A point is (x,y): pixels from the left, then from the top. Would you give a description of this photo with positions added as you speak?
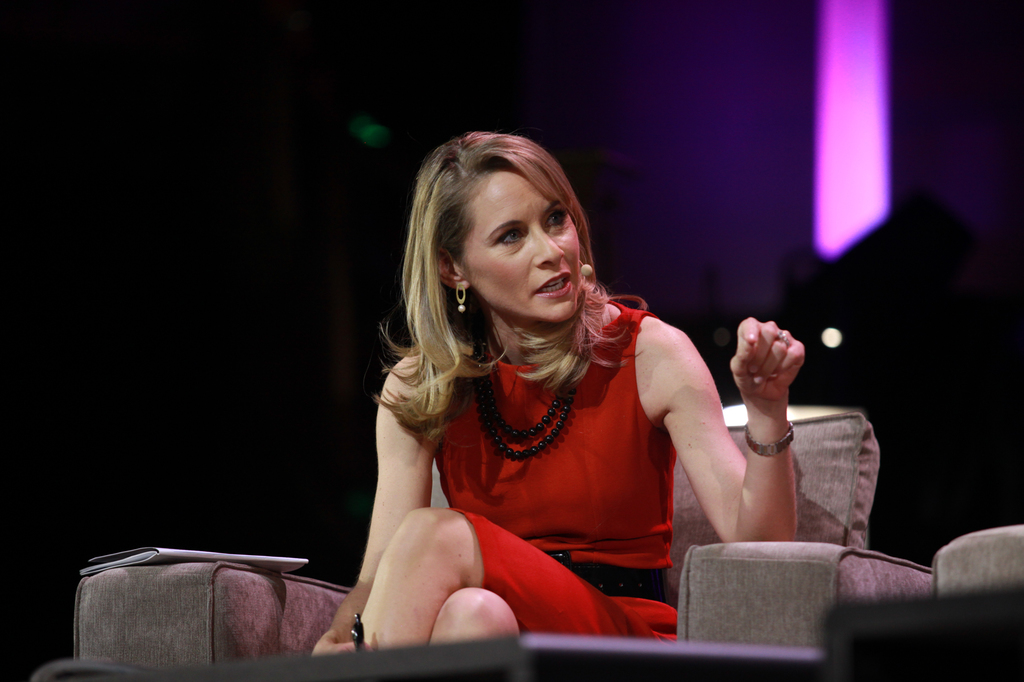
In this picture we can see a woman (489,330), she is seated on the chair (705,595) and she is talking, besides to her we can see a notebook (306,559) on the chair (240,619), in the background (876,93) we can find couple of lights (834,231).
